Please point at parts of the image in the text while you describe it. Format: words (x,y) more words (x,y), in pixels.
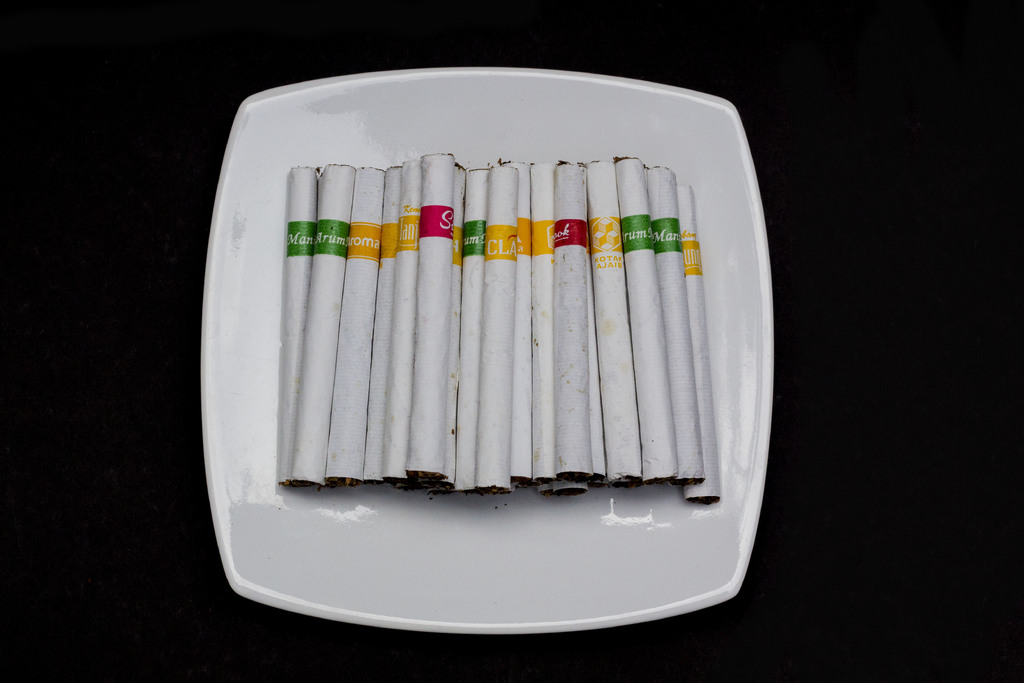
In this image there is a plate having few cigarettes (459,374) on it. Background (913,614) is in black color.
